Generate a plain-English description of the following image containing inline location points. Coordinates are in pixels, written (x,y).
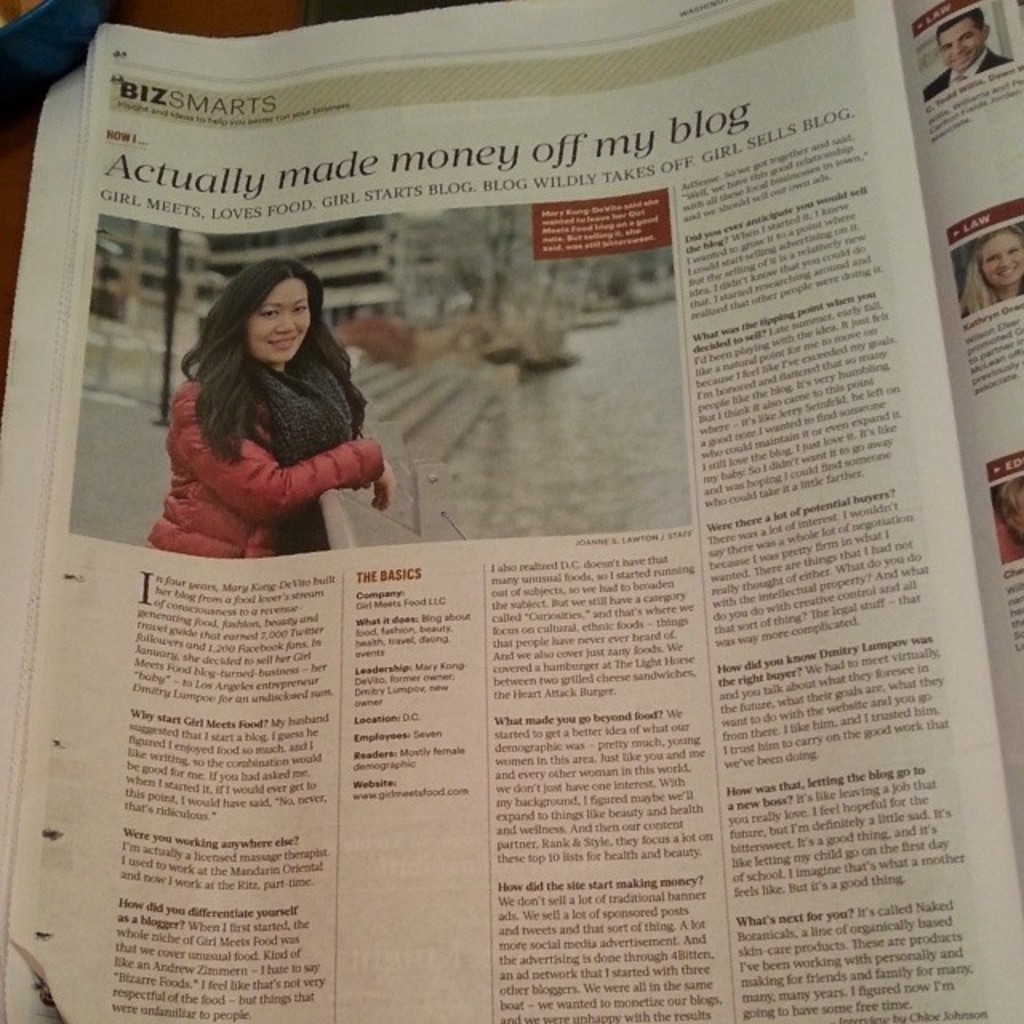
In this picture we can see a newspaper (481,528) with images (623,345) and words (971,108). At the top left corner of the image (44,36), there is a blue object (37,29).
